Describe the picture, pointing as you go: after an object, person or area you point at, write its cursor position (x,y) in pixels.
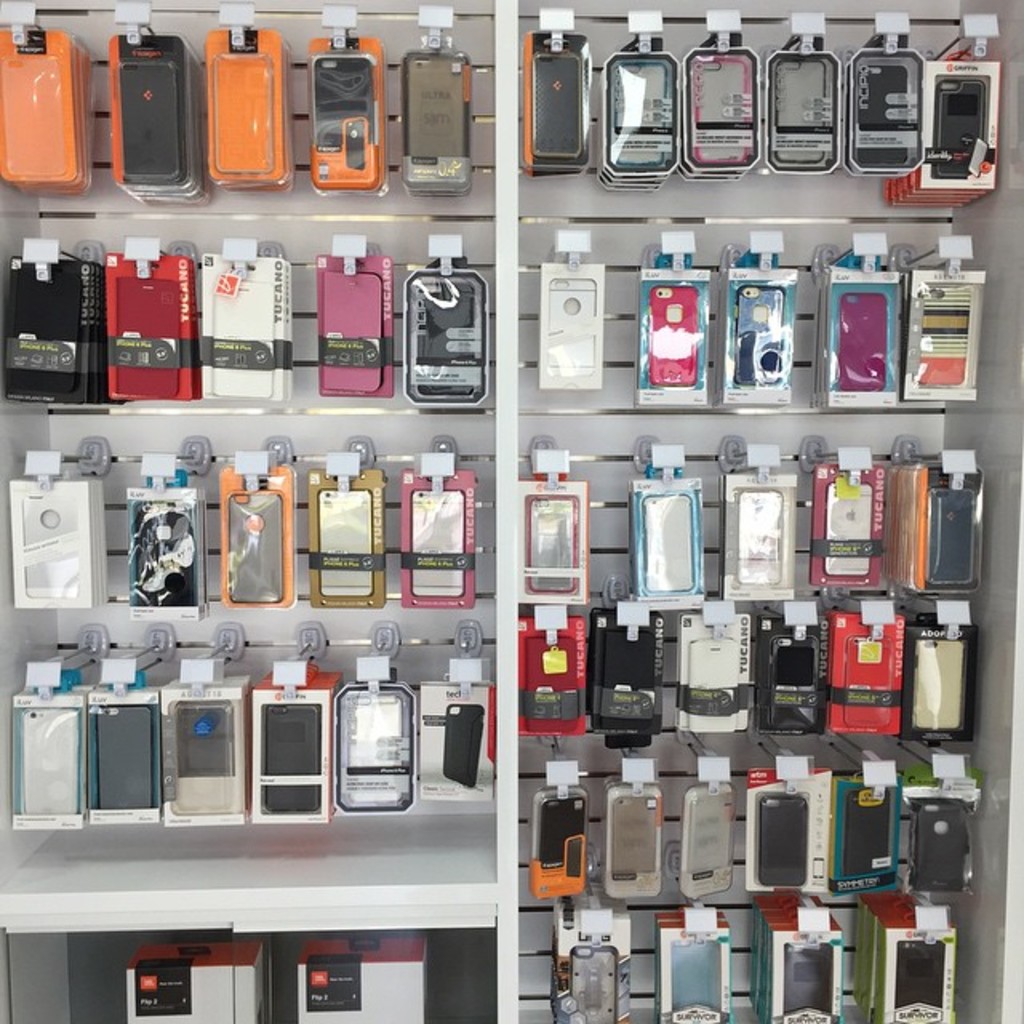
In this image I can see number of plastic boxes (684,947) and in these plastic boxes (716,980) I can see number of phone cases (452,520).
